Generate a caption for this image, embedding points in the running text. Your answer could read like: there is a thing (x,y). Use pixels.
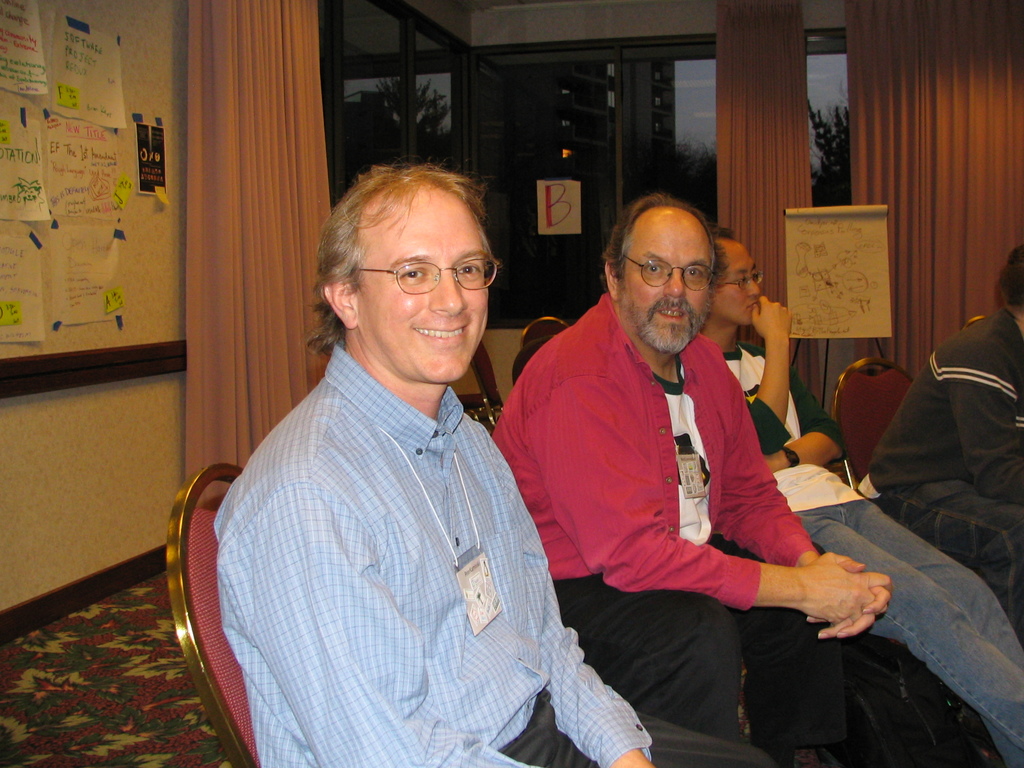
Here in this picture we can see a group of people (624,452) sitting on chairs (199,576) which are present on the floor (191,688) over there and some of them are wearing ID cards (683,492) on them and smiling and behind them we can see a board (156,118), on which we can see posters (93,176) present and we can see windows (350,102) on the building (522,99), which are covered with curtains (764,177) and through that windows (526,170) we can see buildings (605,182) and trees (420,149) present all over there and in the middle we can see a chart board (788,295) present over there.
